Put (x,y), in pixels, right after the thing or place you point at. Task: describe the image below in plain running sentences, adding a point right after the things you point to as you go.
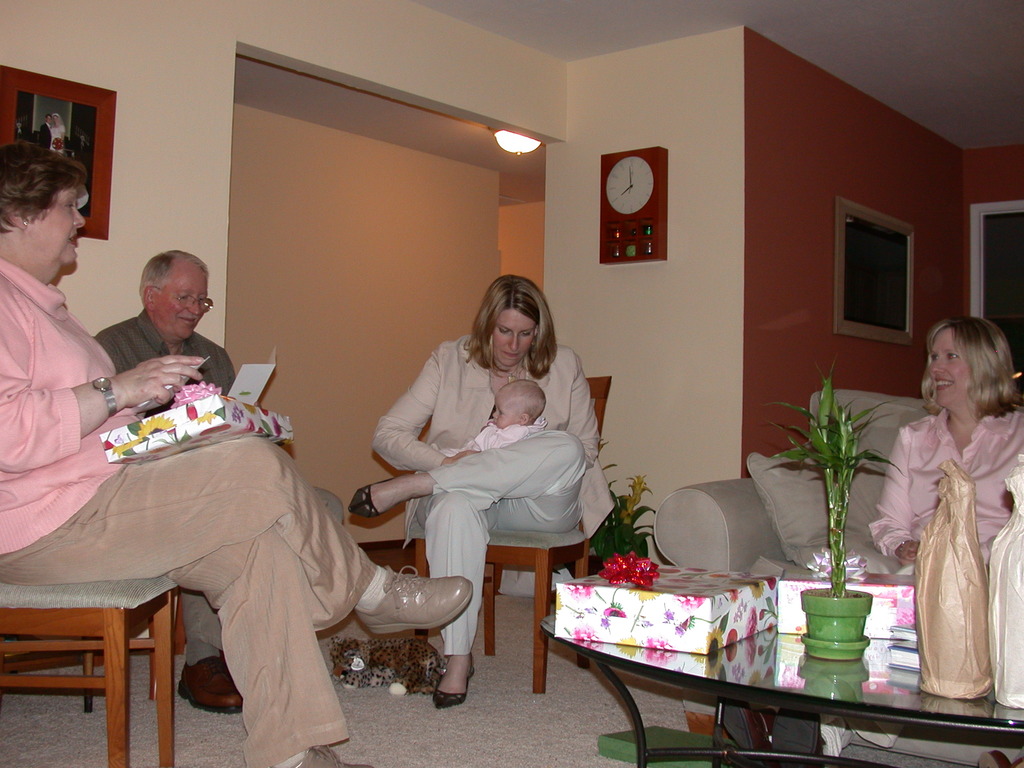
In this image there are group of persons (59,300) sitting on the chairs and at the middle of the image (579,420) there is a person (487,477) holding a baby (531,391) and at the top of the image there is a wall clock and at the right side of the image (829,484) there is a flower vase (836,509).
